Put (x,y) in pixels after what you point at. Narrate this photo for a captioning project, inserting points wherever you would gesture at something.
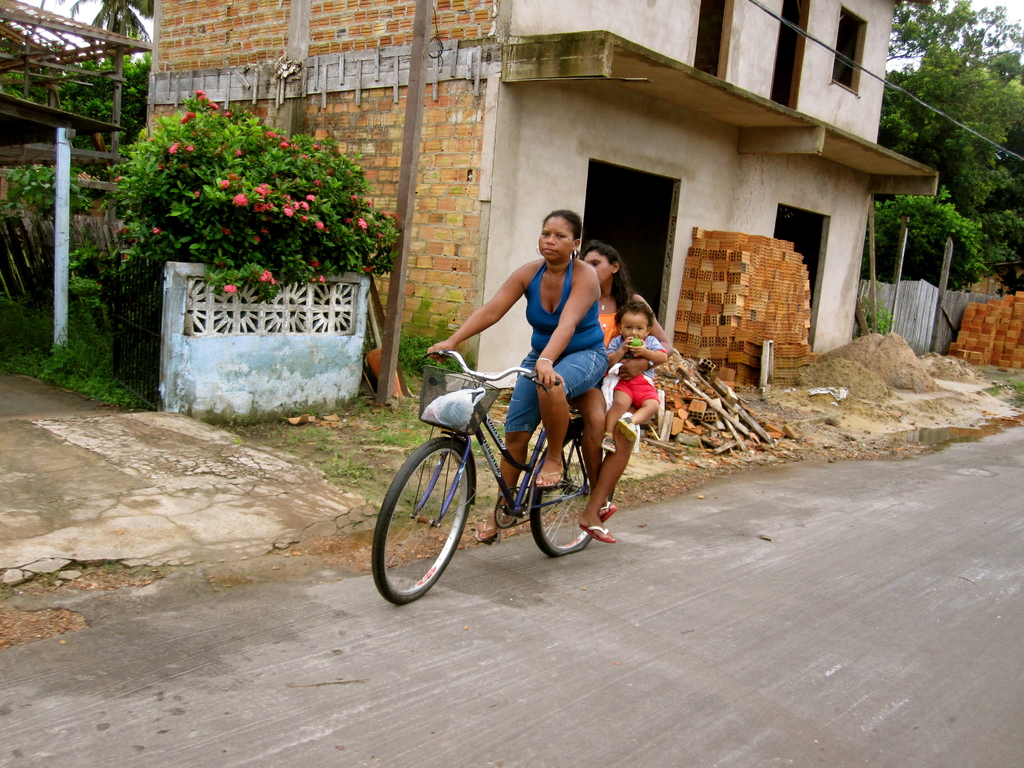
In this picture we can see some persons (621,457) on the bicycle (415,524). This is the road (892,710). And there are some trees (956,114). Here we can see some flowers (296,209). And this is the building (656,111).
